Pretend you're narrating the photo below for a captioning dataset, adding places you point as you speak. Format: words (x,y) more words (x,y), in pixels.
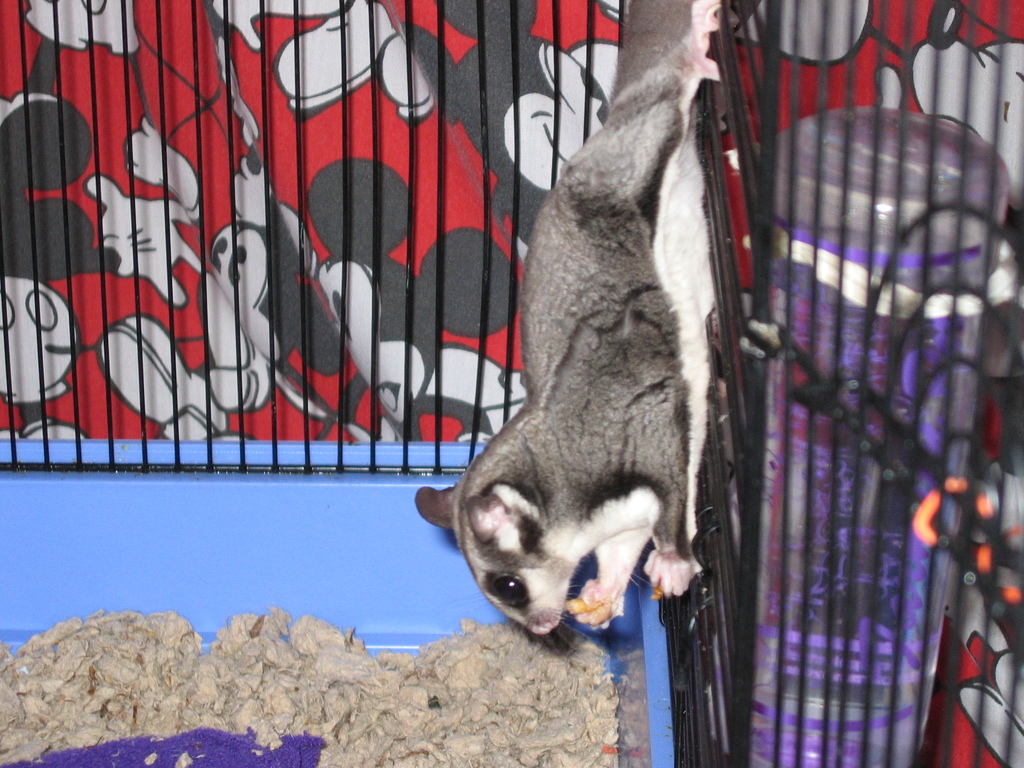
In this image there is an animal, there are objects (389,685) towards the bottom of the image (334,703), there is an object (378,442) that looks like a cage (710,223), at the background of the image (1021,695) there is a cloth (463,344), there are Mickey Mouses (282,247) on the cloth (392,133).
